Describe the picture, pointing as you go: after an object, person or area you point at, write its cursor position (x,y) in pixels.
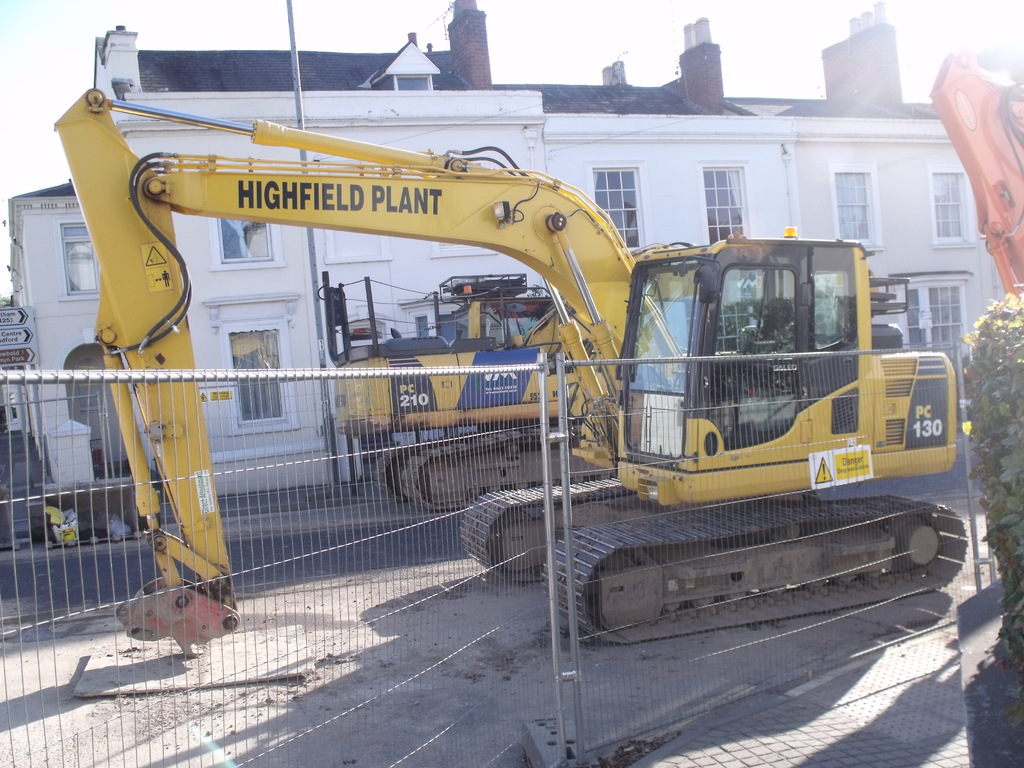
In this picture, there is a crane (710,469) in the center (577,268) which is facing towards the left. It is in yellow in color. At the bottom (399,603), there is a fence (388,373). Beside it, there is another crane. In the background (314,120), there are buildings (716,169) with windows (860,219).
